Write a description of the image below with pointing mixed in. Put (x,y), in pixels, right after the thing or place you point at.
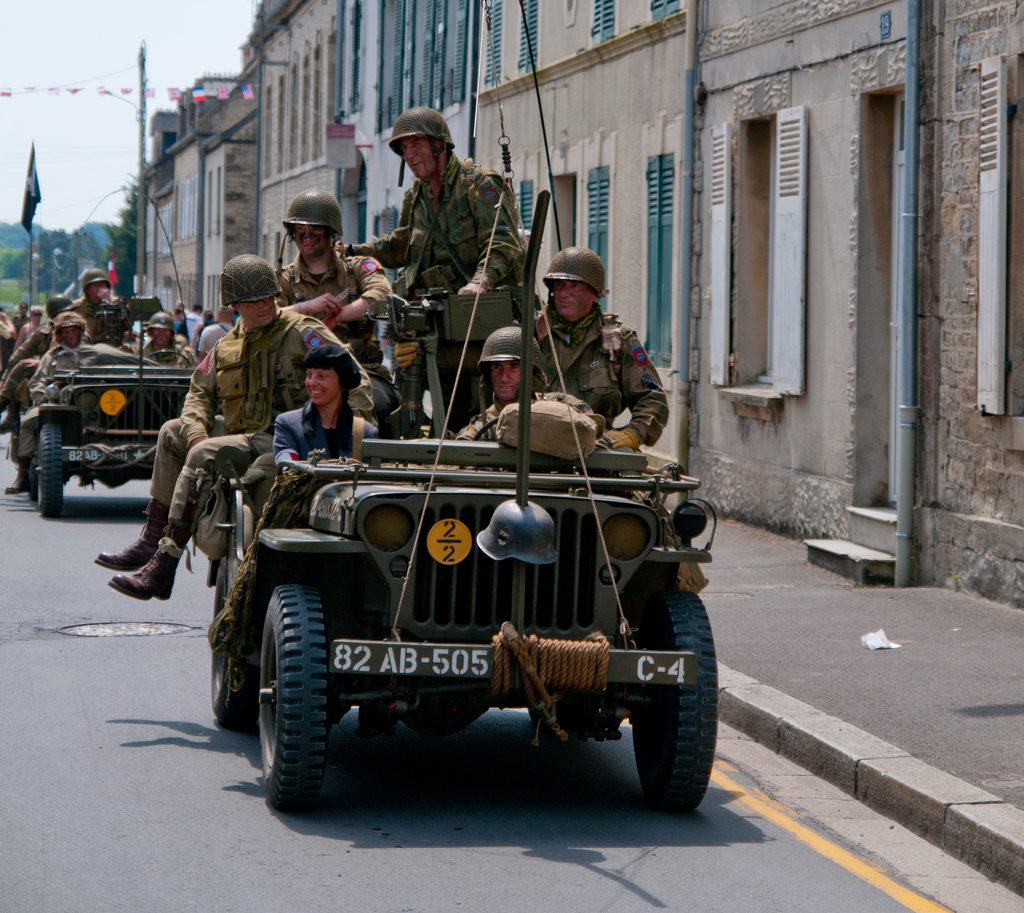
In this picture there are soldiers (326,299) in the jeep (516,461) in the center of the image (434,445) and there are other jeeps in the image and there are buildings (247,191) and trees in the background area of the image (246,151).
